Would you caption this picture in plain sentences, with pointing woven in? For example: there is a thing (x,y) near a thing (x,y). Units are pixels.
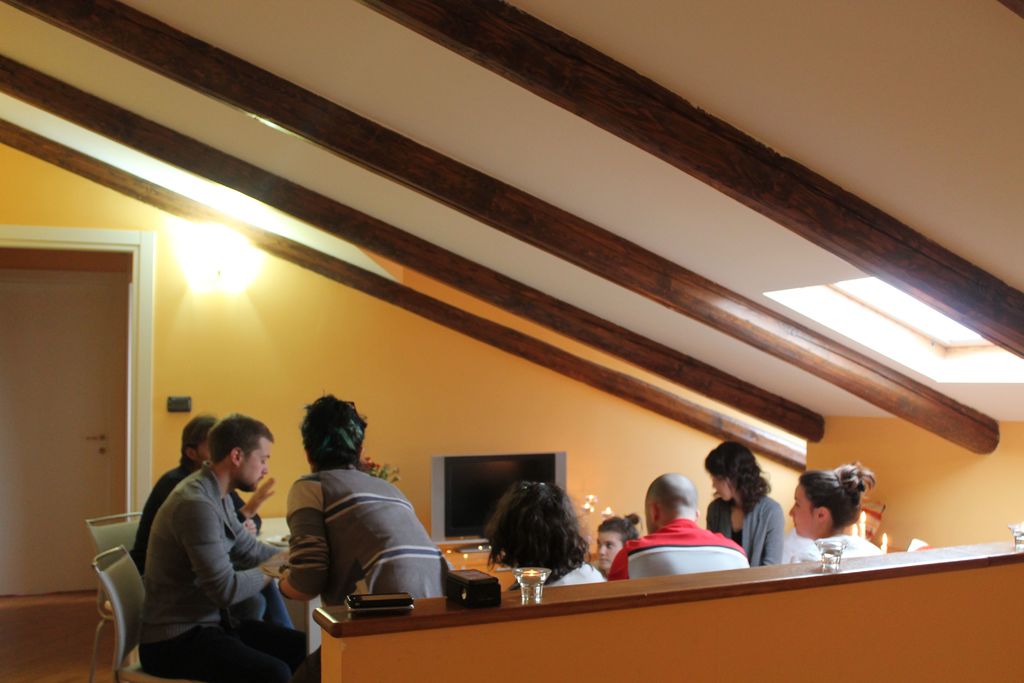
In this picture we can see a group of people (313,674), here we can see a television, chairs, table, glasses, lights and some objects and in the background (10,402) we can see a wall (174,383), door (10,402).
